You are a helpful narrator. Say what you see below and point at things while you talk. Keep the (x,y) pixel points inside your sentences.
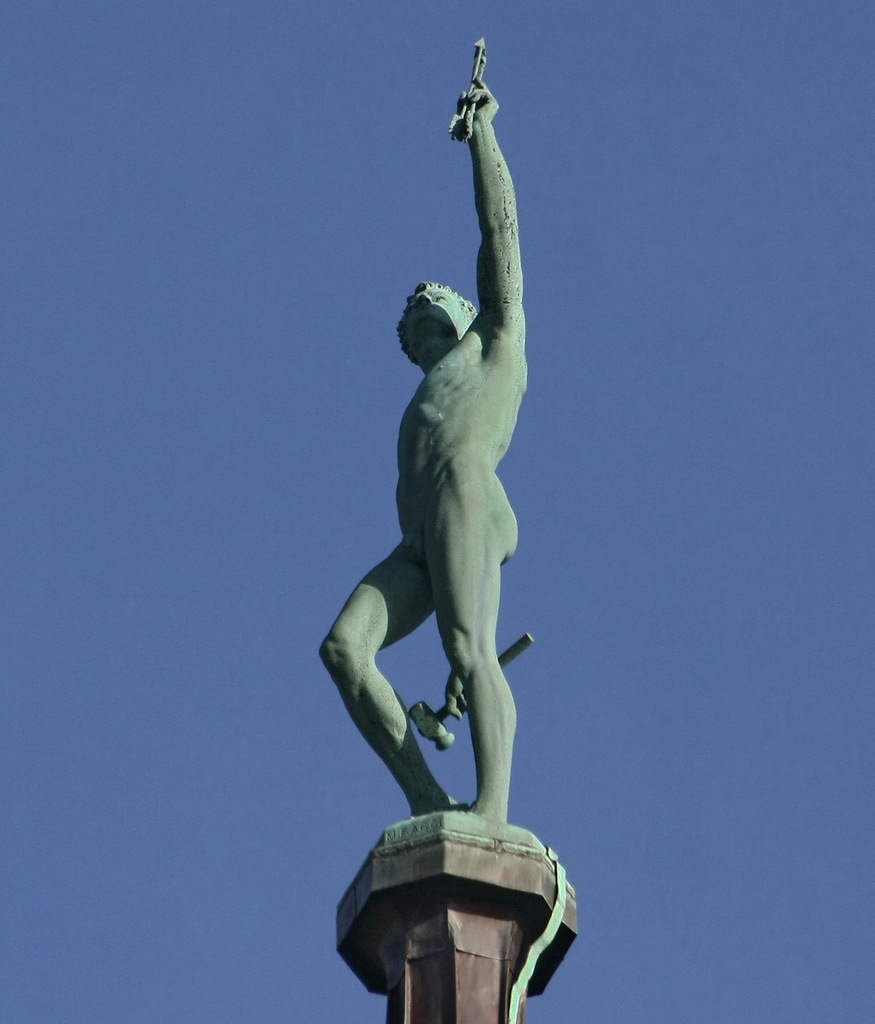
There is a statue (403,627) in the centre of this image (481,629) and the sky (317,542) is in the background (379,353).
